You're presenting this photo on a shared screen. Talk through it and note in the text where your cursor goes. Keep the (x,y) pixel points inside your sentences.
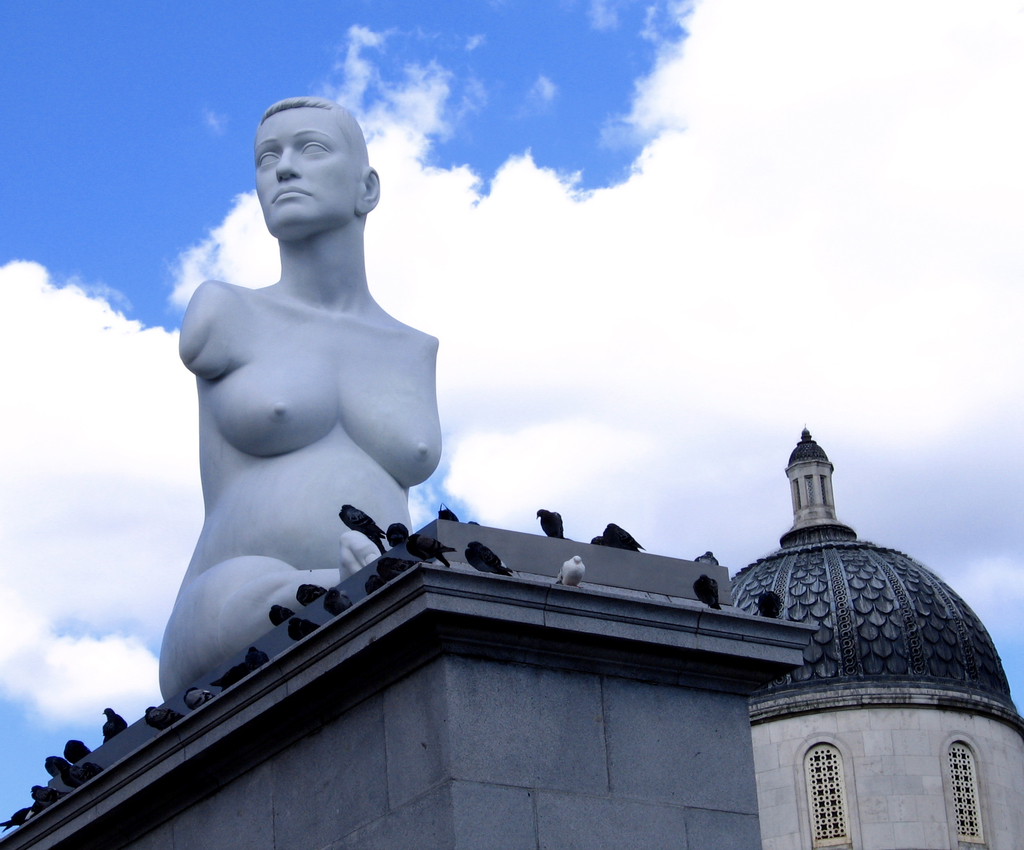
In this image we can see a woman statue (388,380), here are the birds (546,520), here is the tower (892,746), here is the wall (595,747), at above the sky (731,234) is cloudy.
